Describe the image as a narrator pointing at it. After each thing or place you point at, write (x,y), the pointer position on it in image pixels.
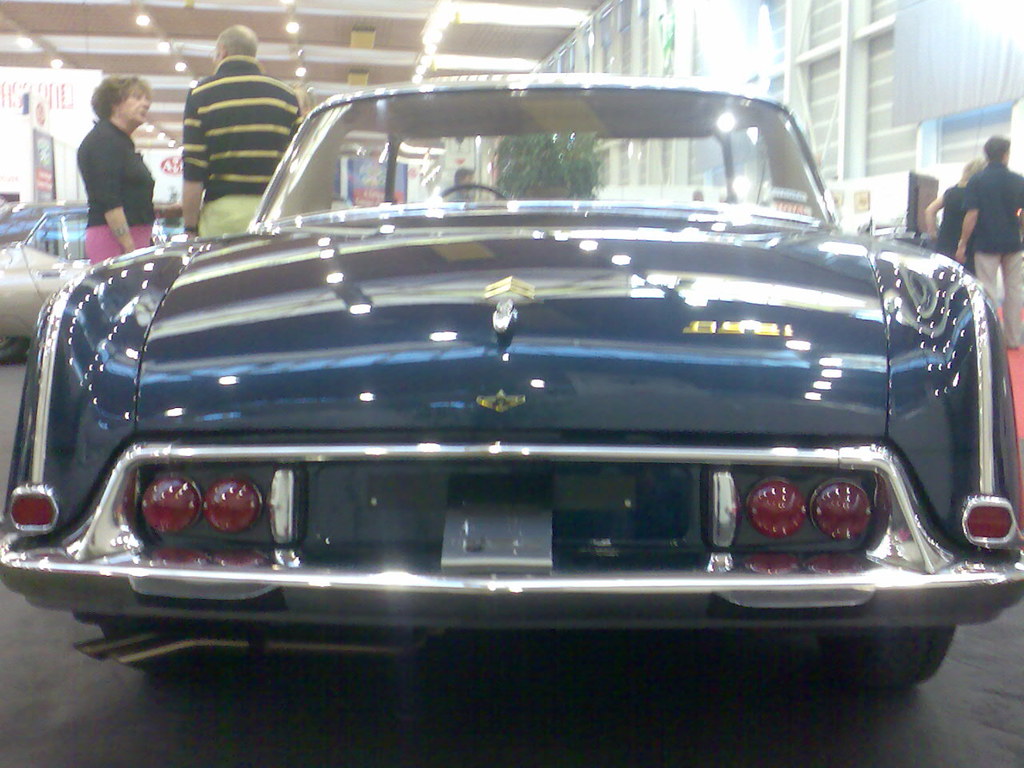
There is a car (341,285). In the back (215,227) there are few people (253,88). Also there is a car (49,239) and a plant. On the ceiling (416,35) there are lights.
